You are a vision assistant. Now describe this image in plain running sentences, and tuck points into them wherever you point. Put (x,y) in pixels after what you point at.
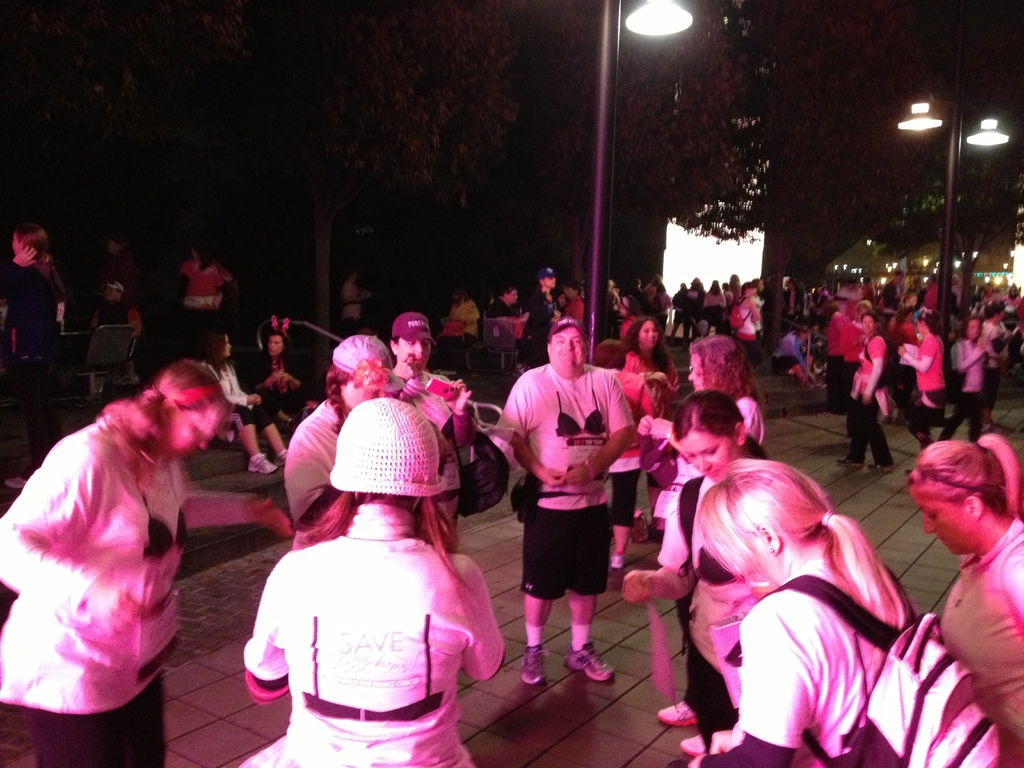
In the center of the image (605,393) there are people (527,583) on the road (656,547). In the background of the image (502,132) there are trees (811,159). There are light poles (908,119). This image is taken during night time.
